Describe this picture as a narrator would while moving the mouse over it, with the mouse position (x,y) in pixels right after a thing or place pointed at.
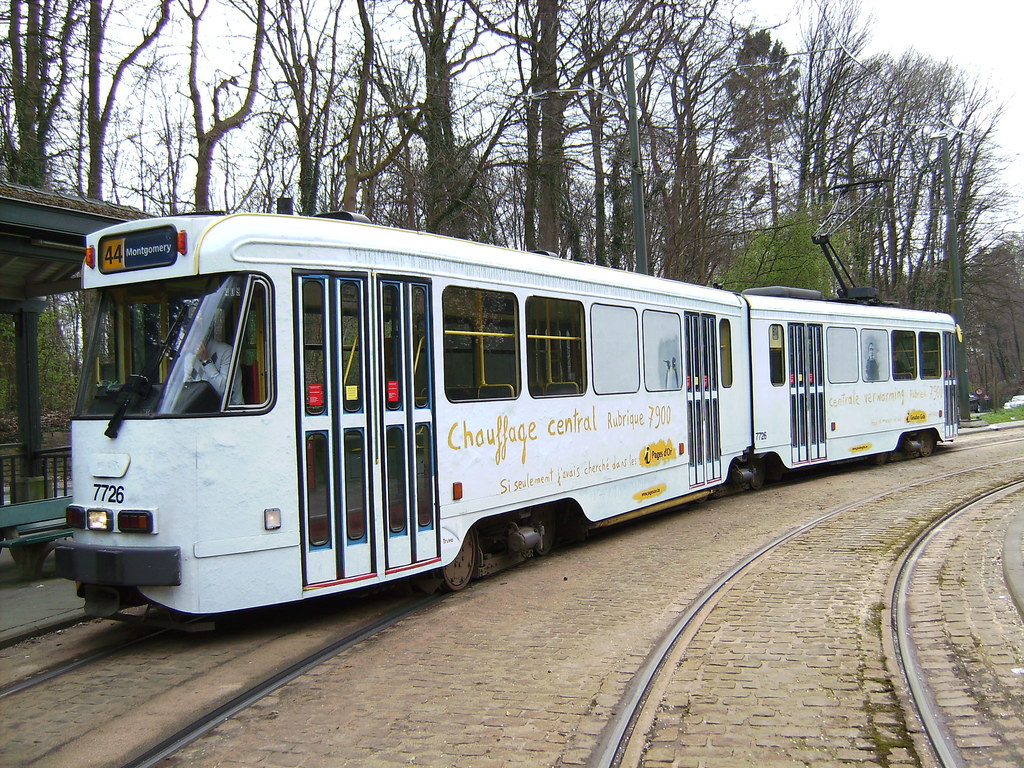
In this image I can see a train (528,388). There is some text (543,479) on it. On the right side (846,581) I can see a railway track (751,629). In the background (738,225) I can see few trees (906,69). I can see the sky (968,43).
